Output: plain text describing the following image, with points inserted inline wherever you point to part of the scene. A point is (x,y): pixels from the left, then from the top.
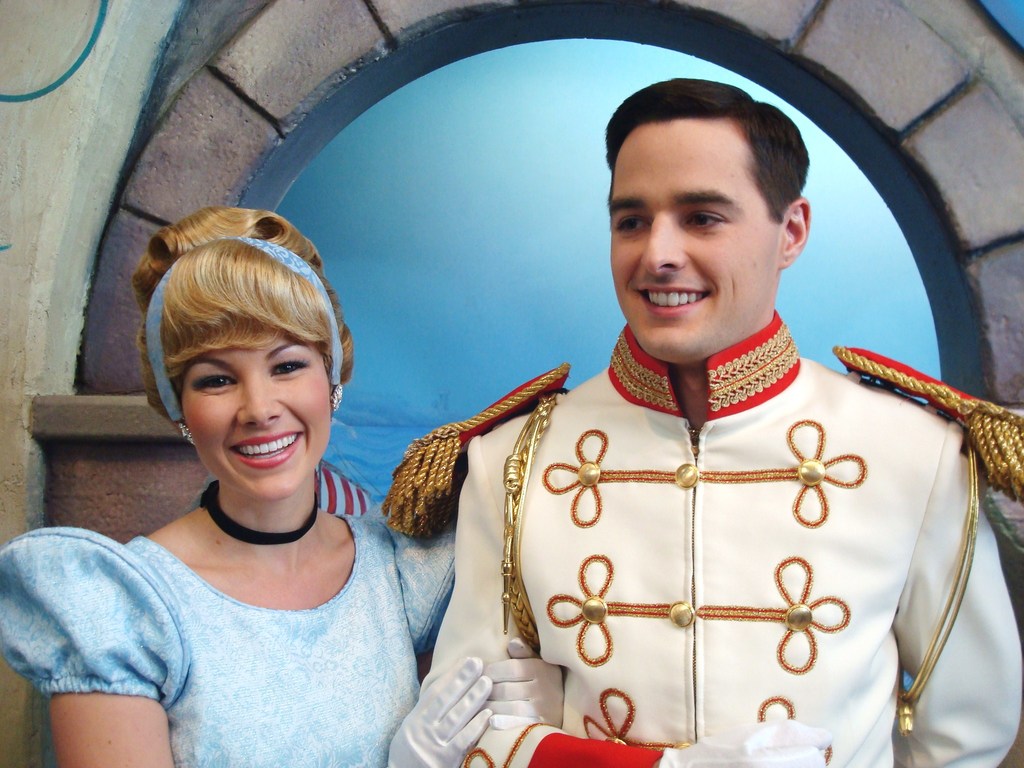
In the image we can see there are people (514,615) standing and they are smiling. They are wearing costume (460,643).
